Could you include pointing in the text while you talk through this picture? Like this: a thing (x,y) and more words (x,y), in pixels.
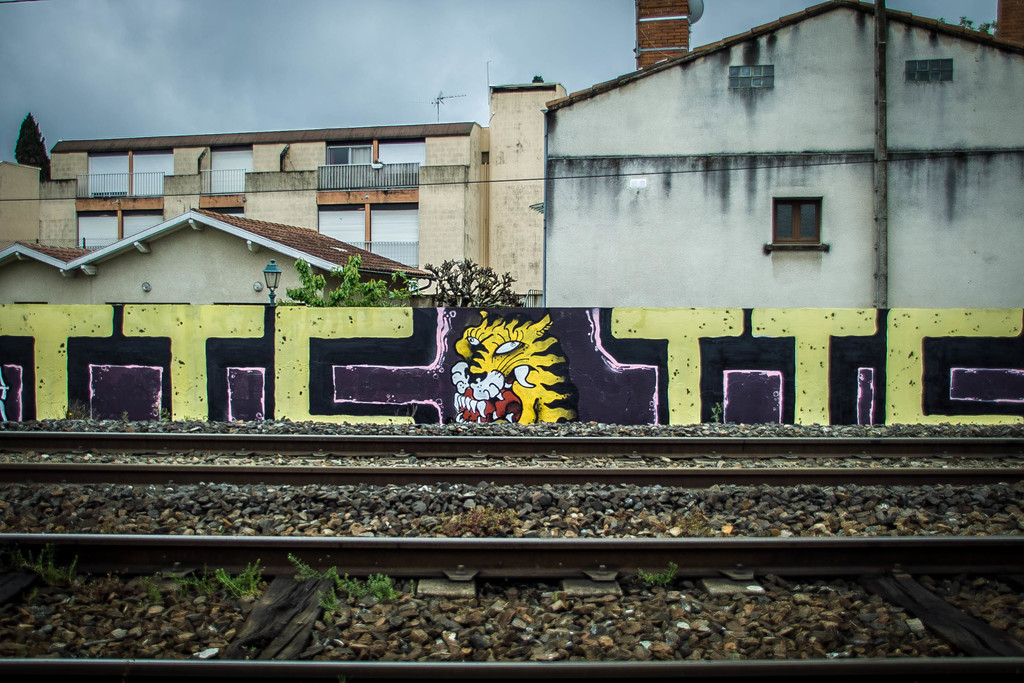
In this image, we can see a track (526,604) and in the background (585,377), there is a fence (555,332), lights (276,271), trees (479,275) and we can see buildings (654,119). At the top (380,50), there is a sky (448,55).
